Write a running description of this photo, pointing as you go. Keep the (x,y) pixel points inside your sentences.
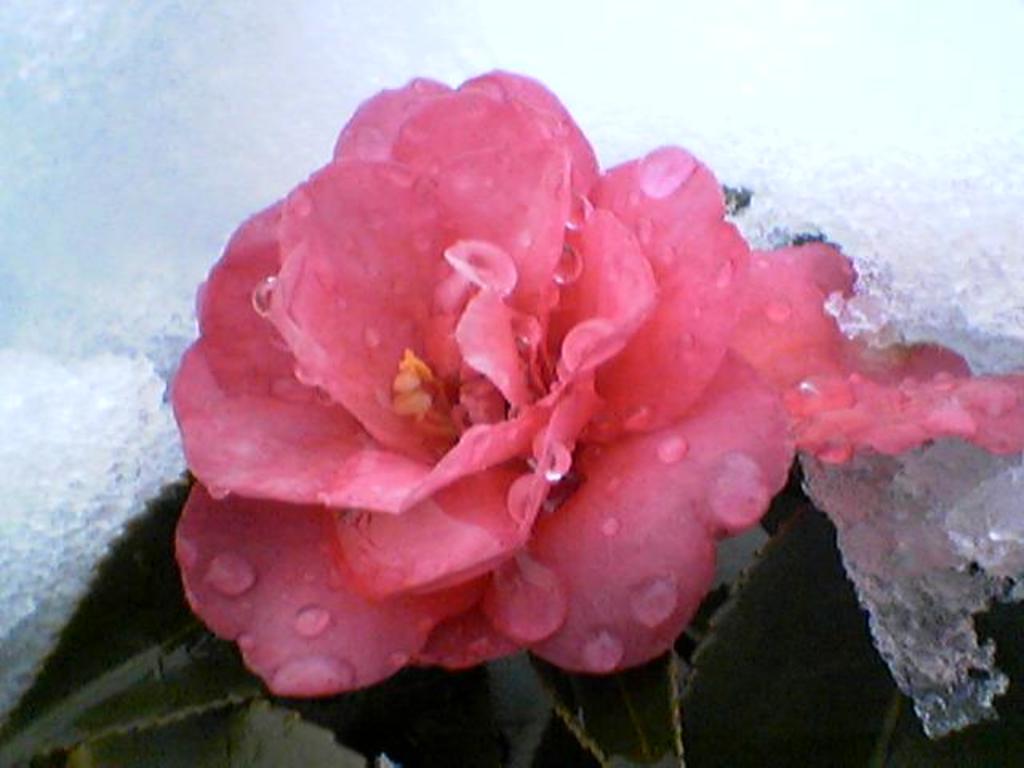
In this image we can see rose flower (460,342) with leaves (678,716). Also there is ice (200,157). And we can see water droplets (541,594).
